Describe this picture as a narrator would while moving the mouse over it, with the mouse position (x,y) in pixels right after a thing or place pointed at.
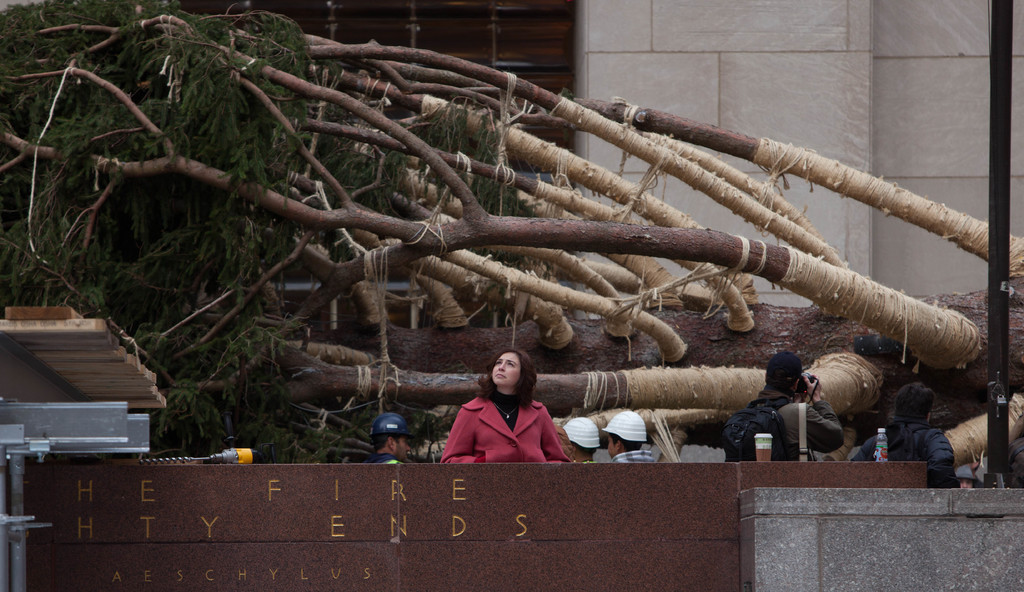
In this image, we can see people (542,455), bottle (882,447), cup (770,452), pole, wooden objects (86,349), drilling machine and tree (773,326). In the background (734,110), we can see wall (755,72). On the right side of the image (787,393), we can see a person (790,413) holding a camera (808,388). At the bottom of the image (792,562), we can see wall (812,554), poles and some text (455,499) on the object (454,536).
